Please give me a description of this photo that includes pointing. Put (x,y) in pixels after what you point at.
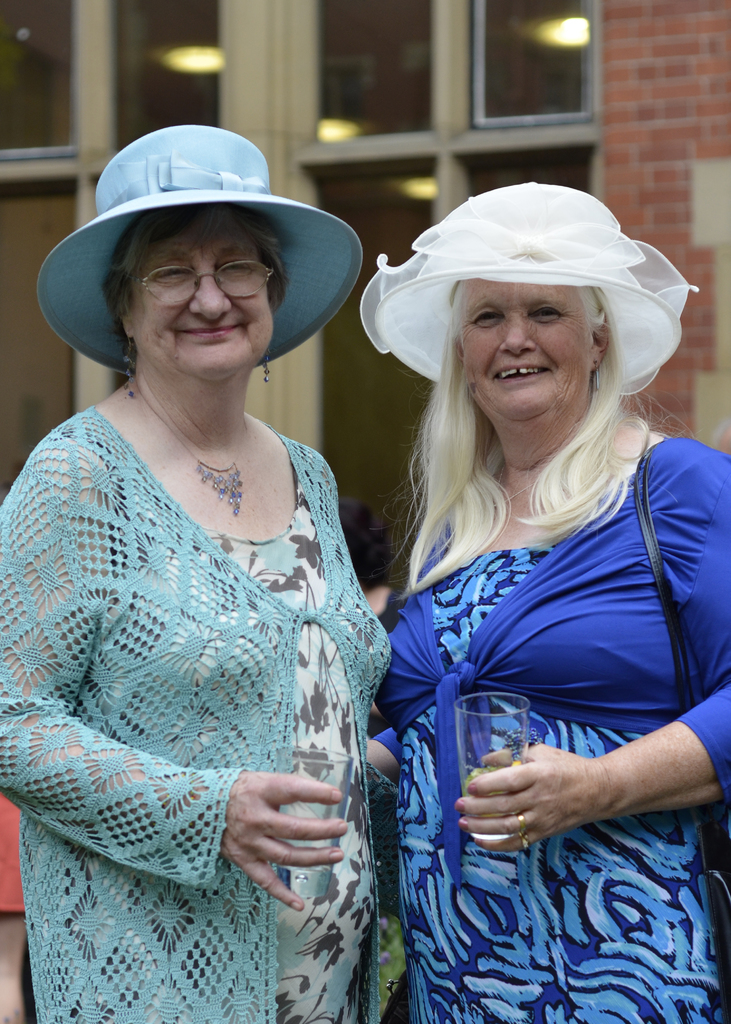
This image consists of two women (287,999). They are holding glasses (307,843). They are wearing hats (370,331).
